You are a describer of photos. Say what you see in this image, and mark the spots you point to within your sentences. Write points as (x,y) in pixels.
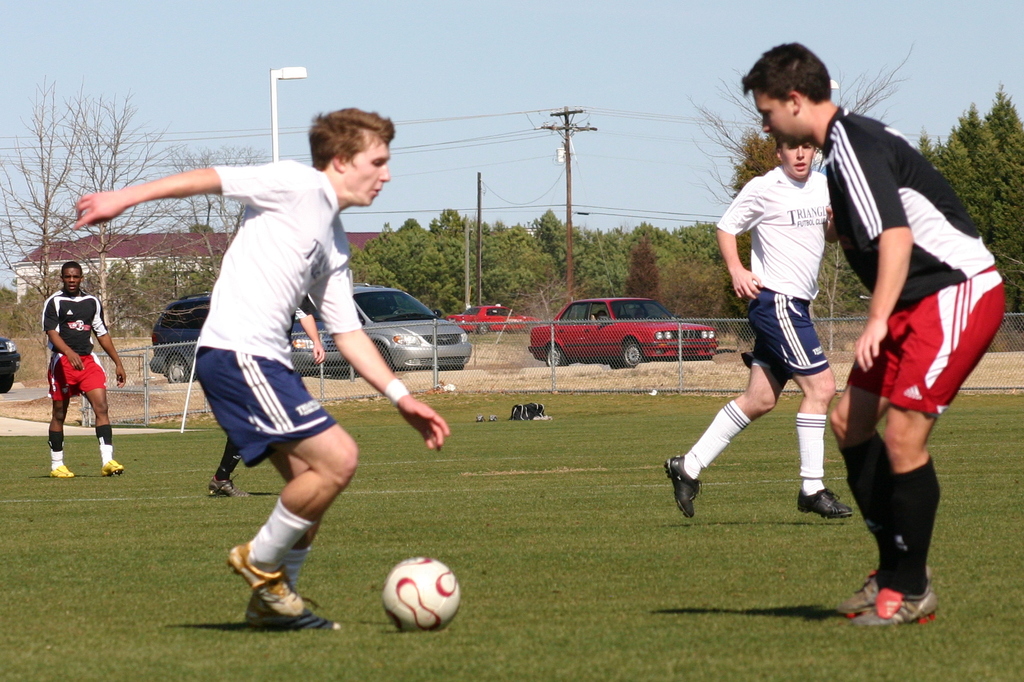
This picture is clicked outside. In the center (351,301) we can see the group of persons (53,410) wearing t-shirts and seems to be playing soccer. In the center (615,416) there is a ball (439,596) placed on the ground (584,546) and the ground (955,603) is covered with the green grass (584,465). In the background (581,362) we can see the mesh (586,373), metal rods (681,351), group of cars (378,335) parked on the ground (509,334), we can see the sky (583,36), poles (570,138), cables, trees (103,248) and houses (93,251).
